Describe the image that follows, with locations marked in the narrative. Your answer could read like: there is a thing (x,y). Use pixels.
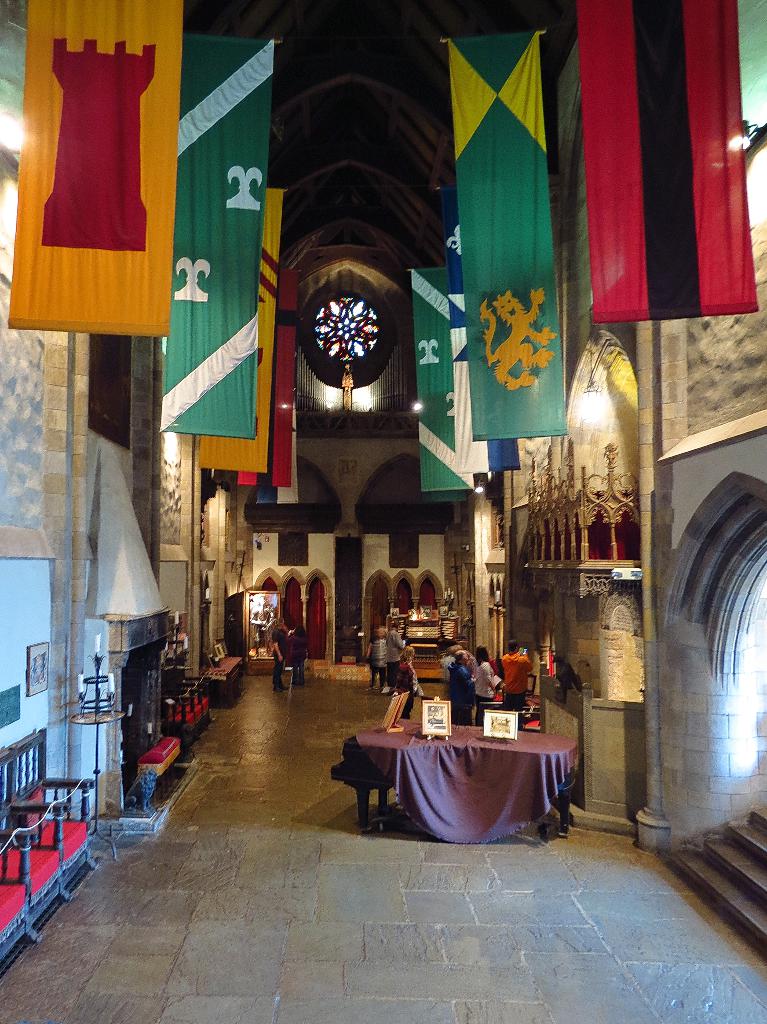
On the left side (80,146), there are flags (239,247) attached to the wall (223,566) of the building (130,626). On the right side (541,740), there are photo frames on the table (533,735), there are flags (523,282) attached to the wall (700,362) of the building (717,629). In the background (473,660), there are persons (465,660) on the floor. And the background (367,93) is dark in color.
